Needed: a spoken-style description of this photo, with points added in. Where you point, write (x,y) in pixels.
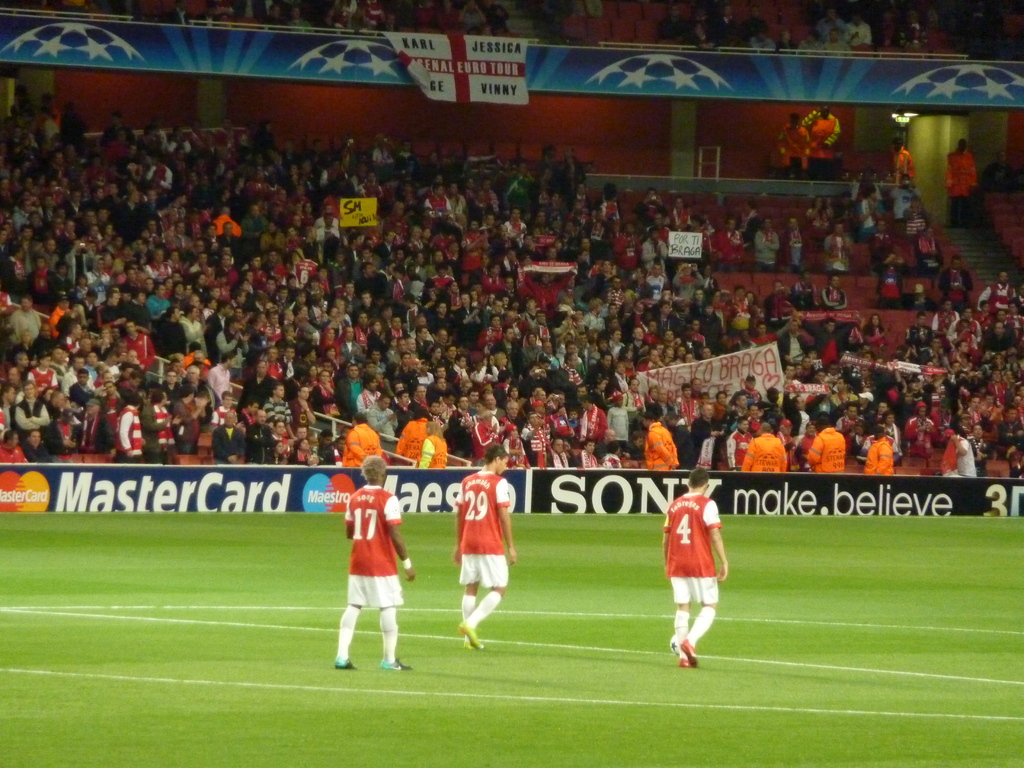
This image consists of many people (111,404). At the bottom (394,588), there are three men (363,579) walking on the ground (582,633). They are wearing jerseys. At the bottom (264,706), there is green grass (280,703). In the background (295,250), we can see a huge crowd (602,257). And there are banners (458,90) at the top (614,81) and bottom.
